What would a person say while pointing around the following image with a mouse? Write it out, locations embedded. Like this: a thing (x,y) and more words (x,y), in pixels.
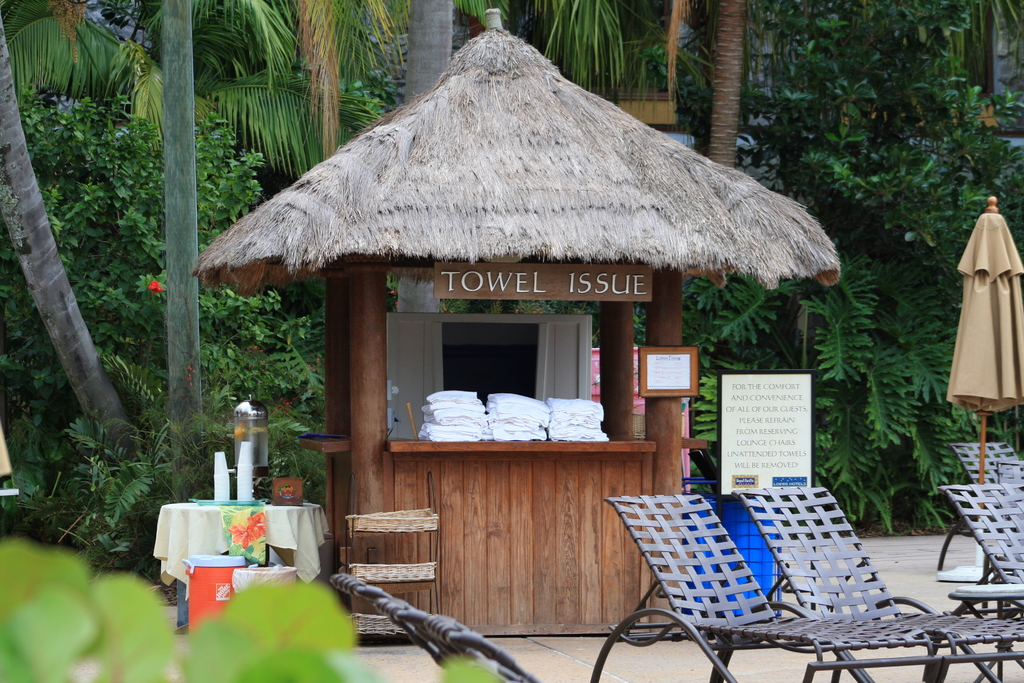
As we can see in the image there are chairs (722,562), banner (750,430), table (312,525), dustbins (252,576), trees (225,192) and building (676,194).
